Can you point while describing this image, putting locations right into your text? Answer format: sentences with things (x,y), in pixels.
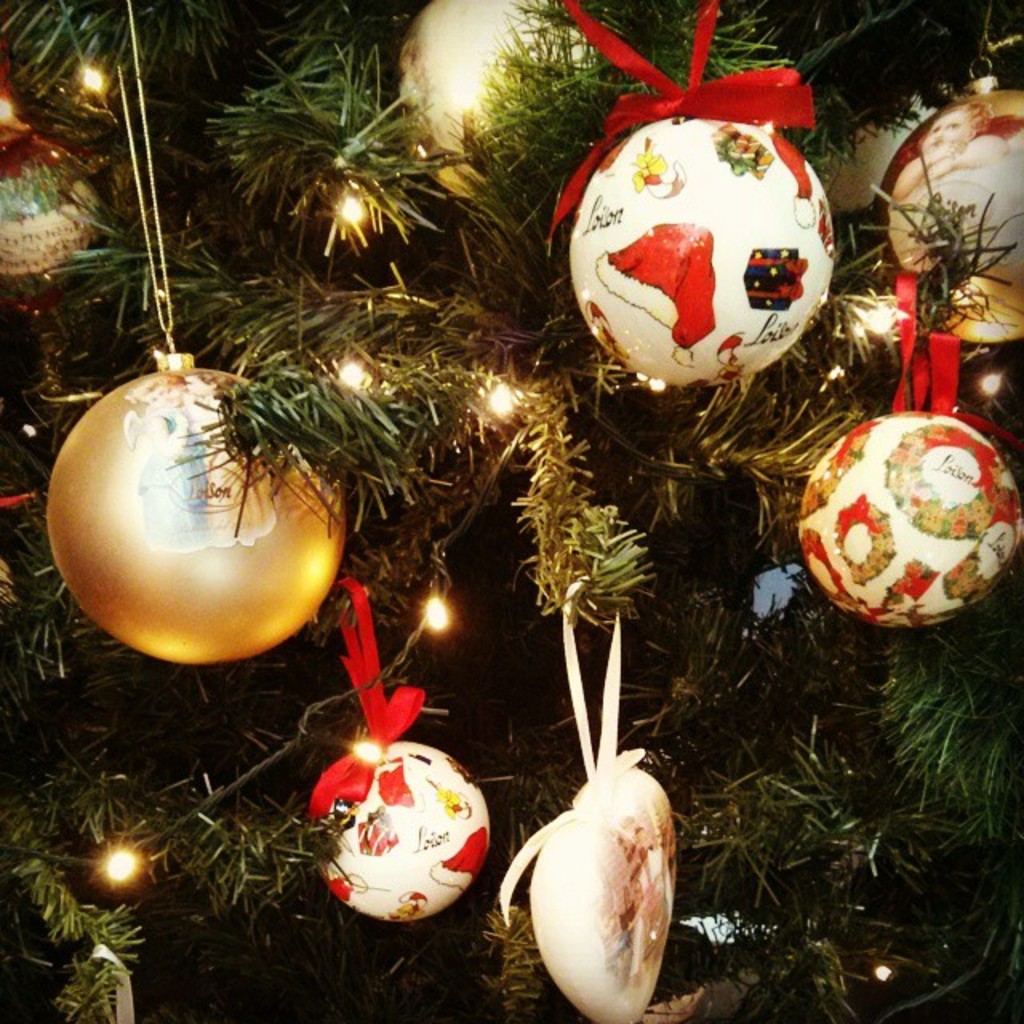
In this picture, i can see a Christmas tree (480,541) which is filled with ornaments (426,836) and few other objects (315,810) after that i can few lights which is designed to the tree (193,63).
